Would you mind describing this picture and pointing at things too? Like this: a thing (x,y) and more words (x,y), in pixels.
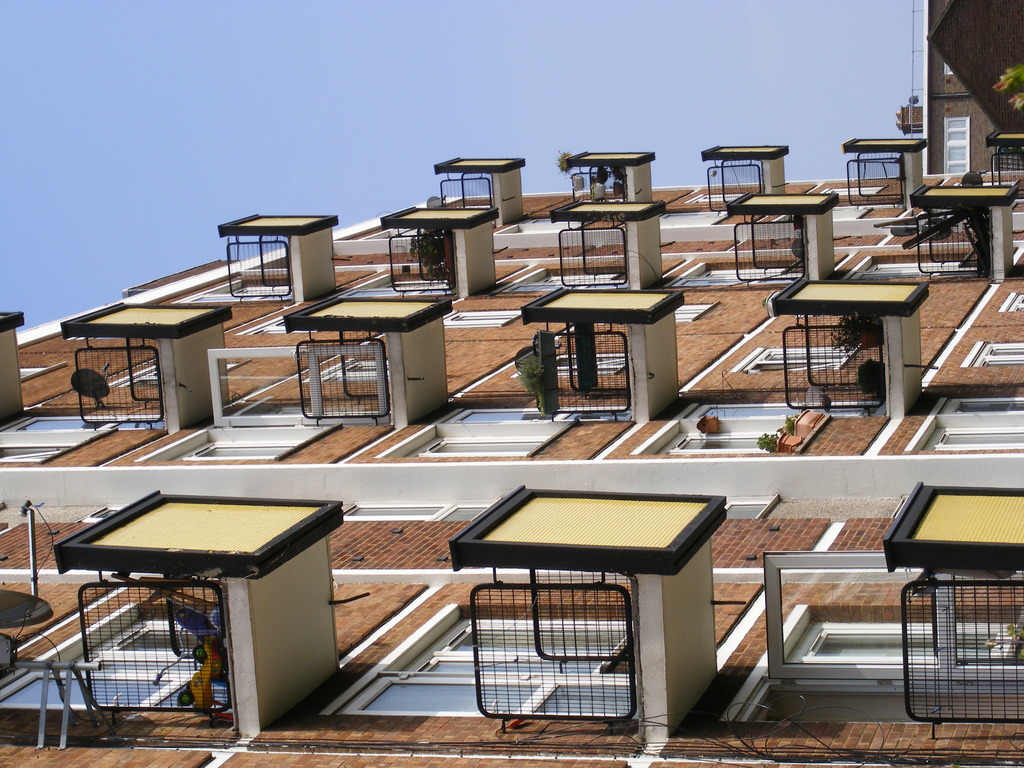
In this picture there is a buildings (725,409) of different apartments (417,353) in the image.
